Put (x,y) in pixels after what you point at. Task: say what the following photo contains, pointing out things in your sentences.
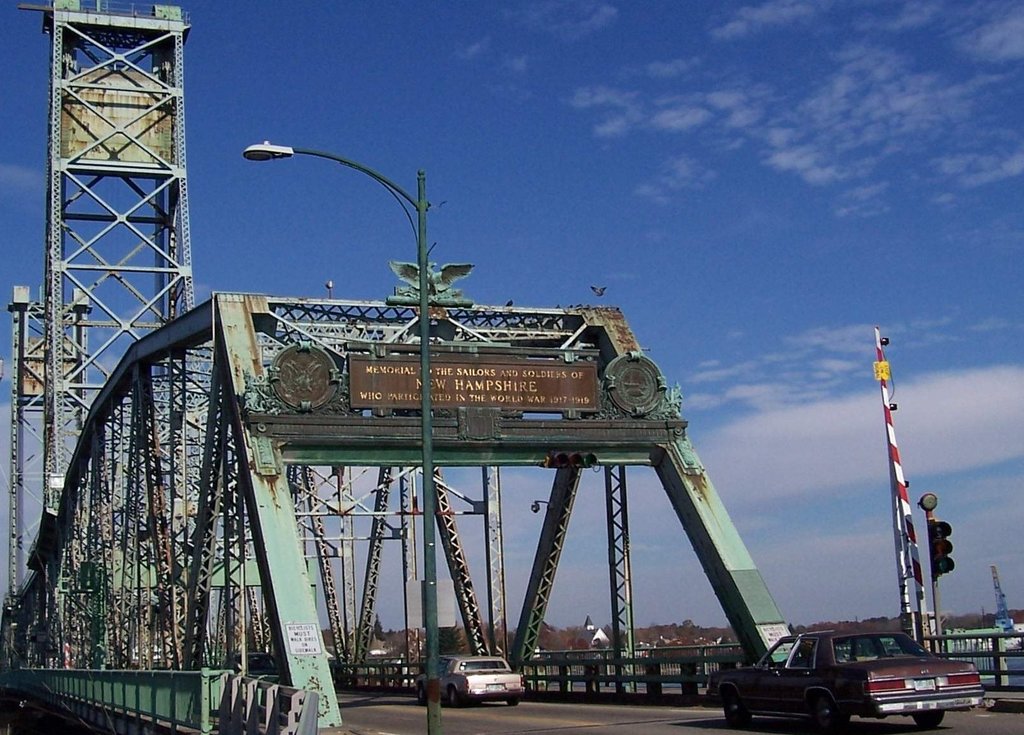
This is an outside view. On the left side (169,547) there is a bridge (160,570) and a tower (117,217). At the bottom of the image (875,685) I can see two cars (808,683) on the road (536,714). Beside the road (499,714) there is a street light (423,334). On the other side of the road (857,722) I can see a traffic signal pole (936,563). To the bridge (605,342) a board (491,382) is attached on which I can see some text (478,386). At the top of the image (583,158) I can see the sky (694,277) and clouds (760,440).
